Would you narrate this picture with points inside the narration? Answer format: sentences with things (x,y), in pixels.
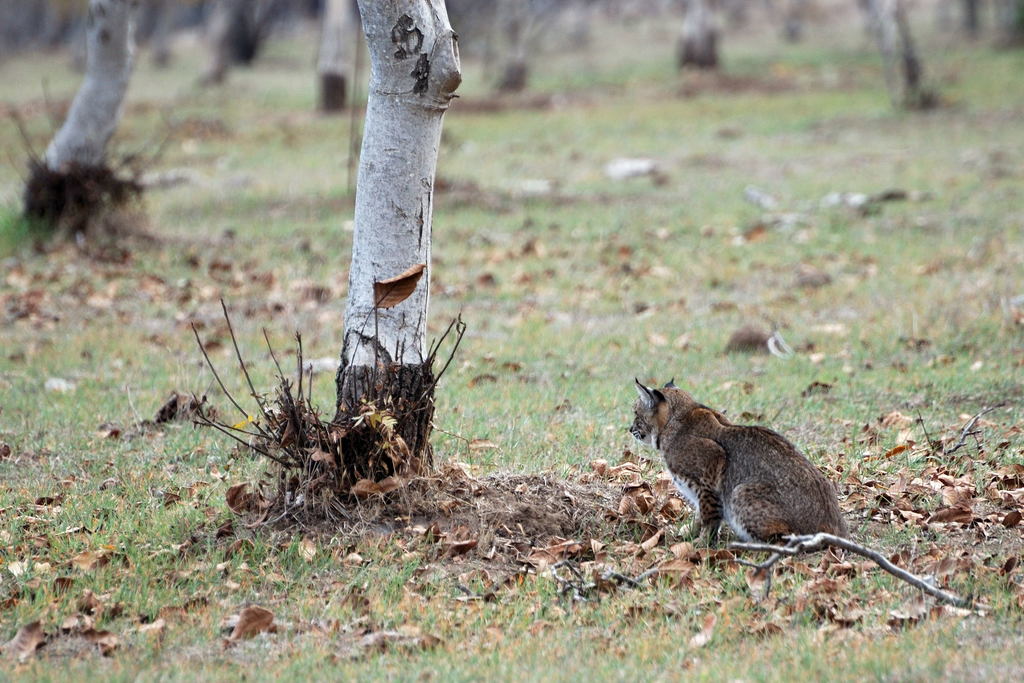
In this image we can see some wood (283,386) and leaves (255,496), there is an animal (738,530) on the ground (546,425).
